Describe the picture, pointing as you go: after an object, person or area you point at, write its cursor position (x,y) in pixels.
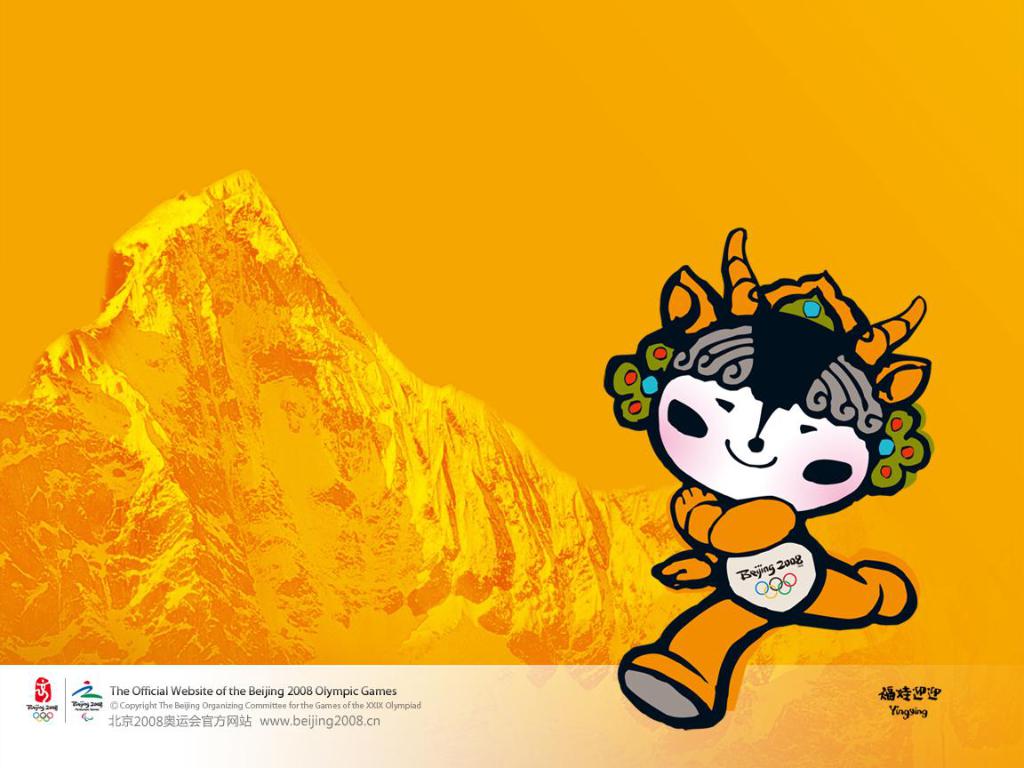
Here we can see an animated picture, in this picture we can see a depiction of a mountain (348,480) and some text (225,699).
